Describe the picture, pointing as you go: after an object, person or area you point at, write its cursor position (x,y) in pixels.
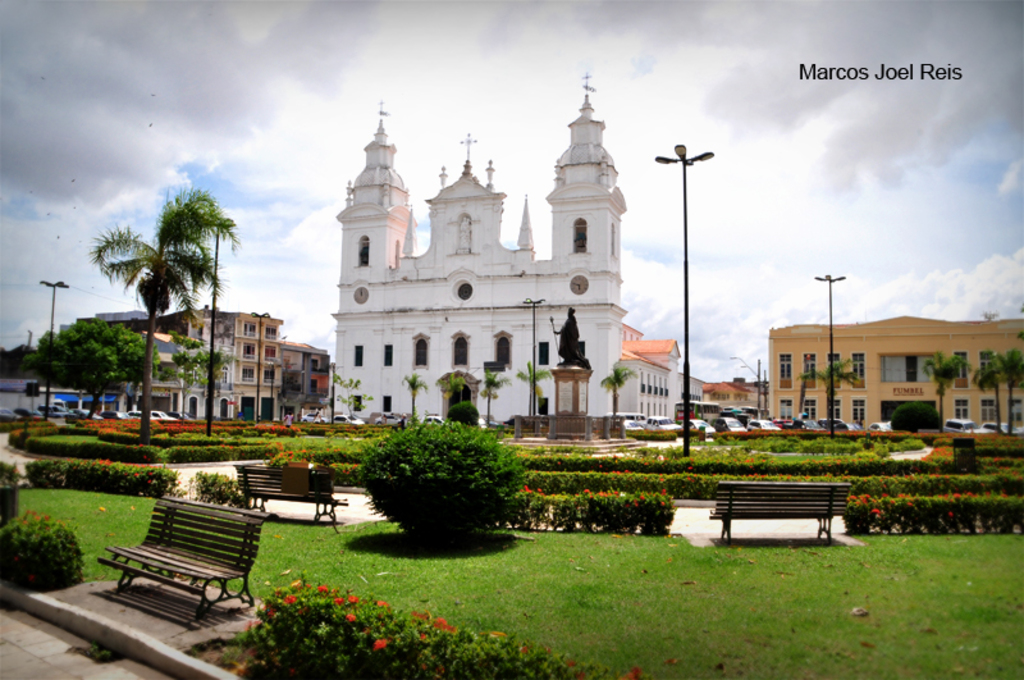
In this image we can see buildings (488,298), motor vehicles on the road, statue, pedestal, street poles (212,418), street lights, electric cables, trees (157,289), garden mazes (295,425), bushes (427,458), benches (182,506) and sky (305,276) with clouds (331,333).
